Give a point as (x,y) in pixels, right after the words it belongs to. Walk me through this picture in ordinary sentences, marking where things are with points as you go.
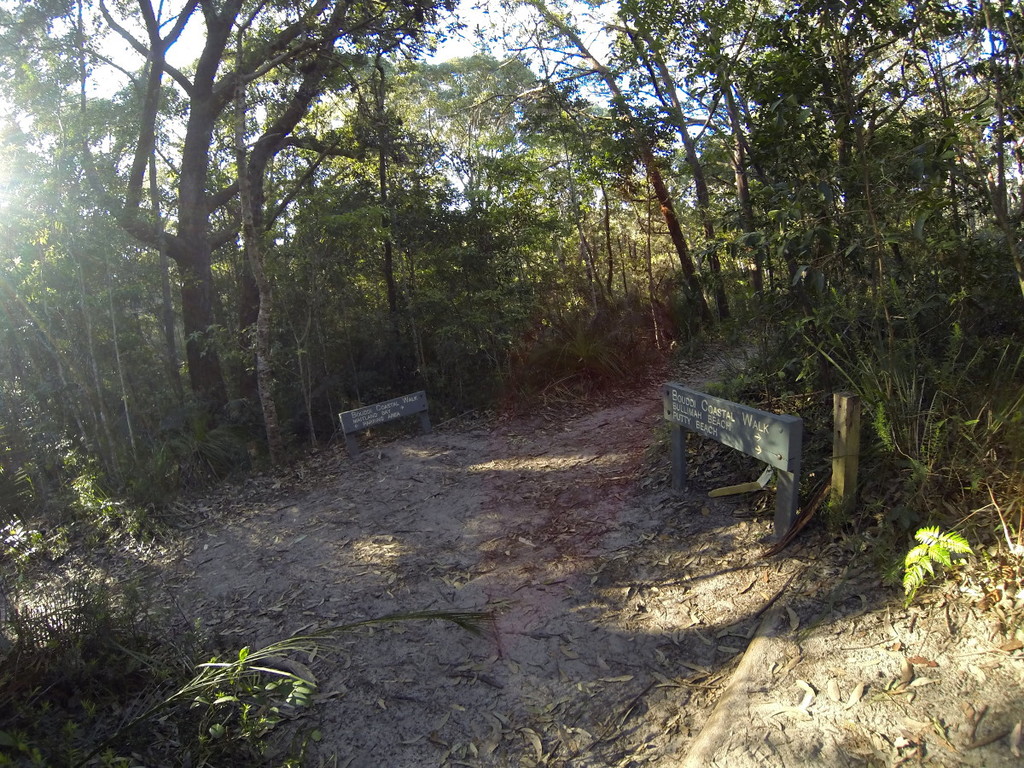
There is a mud road (339,462) in the center of the image (371,503). In the background of the image (735,319) there are trees (202,153).
